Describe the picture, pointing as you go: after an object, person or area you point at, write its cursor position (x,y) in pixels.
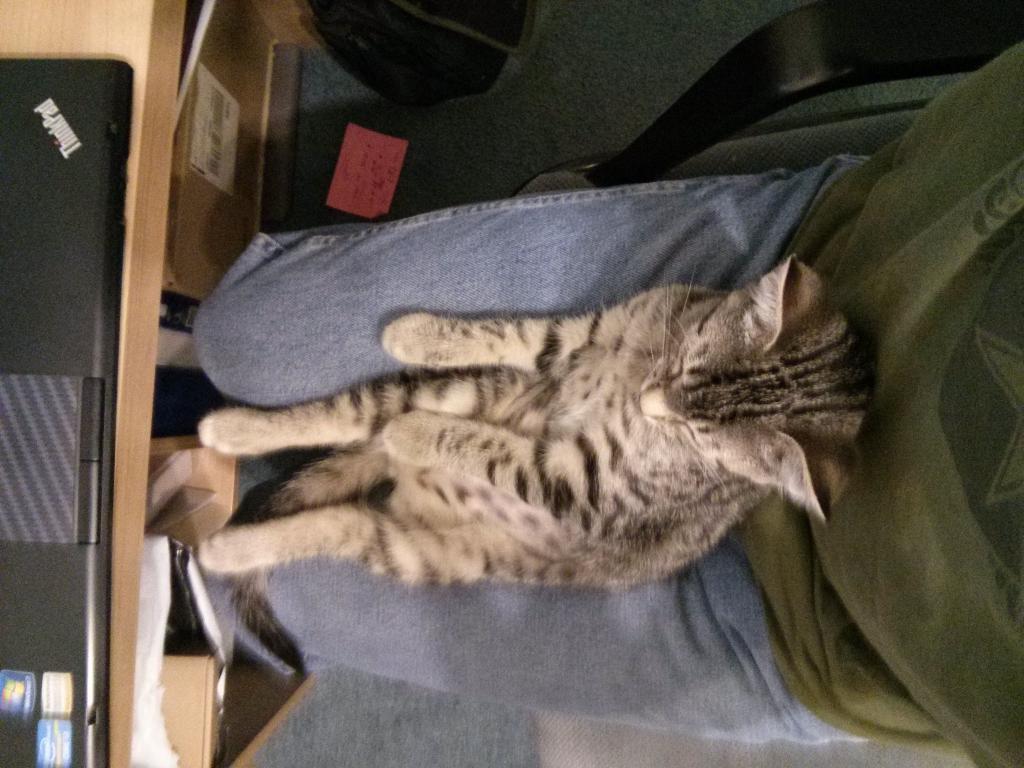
In this image there is a person (973,180) sitting in the chairs (807,142). There is a cat (585,415) sleeping on his lap (317,295). On the left side (47,261) there is a table (148,262) on which there is a laptop (88,193). At the top (355,166) there is a label (367,178) on the floor (436,156). Beside the label (391,168) there is a bag (398,57). There is a cupboard (213,223) in front of his legs (335,292). In the cupboard (198,663) there are books (168,641) and papers (154,651).
